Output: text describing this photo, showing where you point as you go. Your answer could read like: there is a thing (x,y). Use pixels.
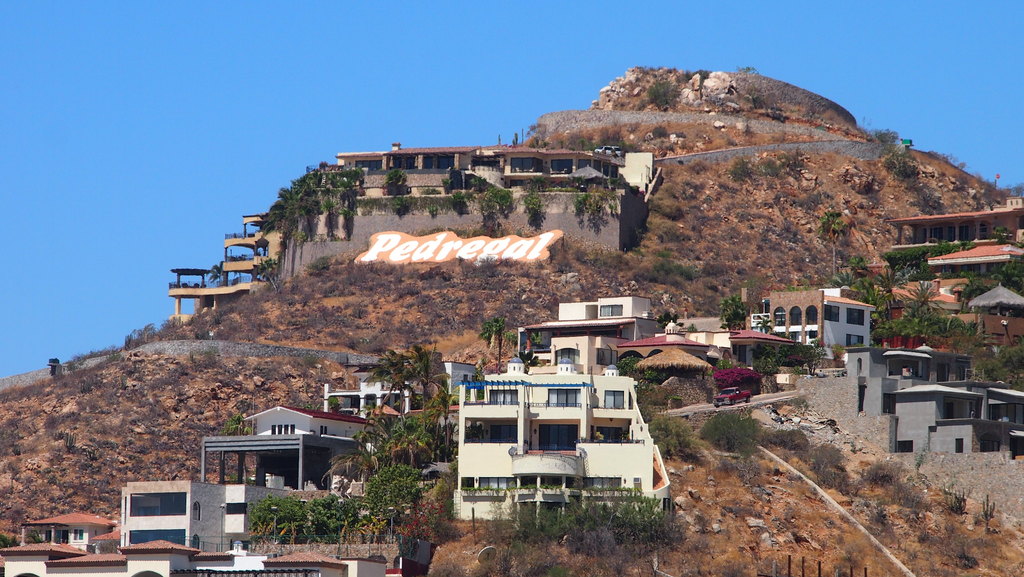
In this image I can see a huge mountain (412,335) in which I can see few buildings (475,451), few trees (980,285), few vehicles (608,152) and in the background (150,247) I can see the sky (178,98).
